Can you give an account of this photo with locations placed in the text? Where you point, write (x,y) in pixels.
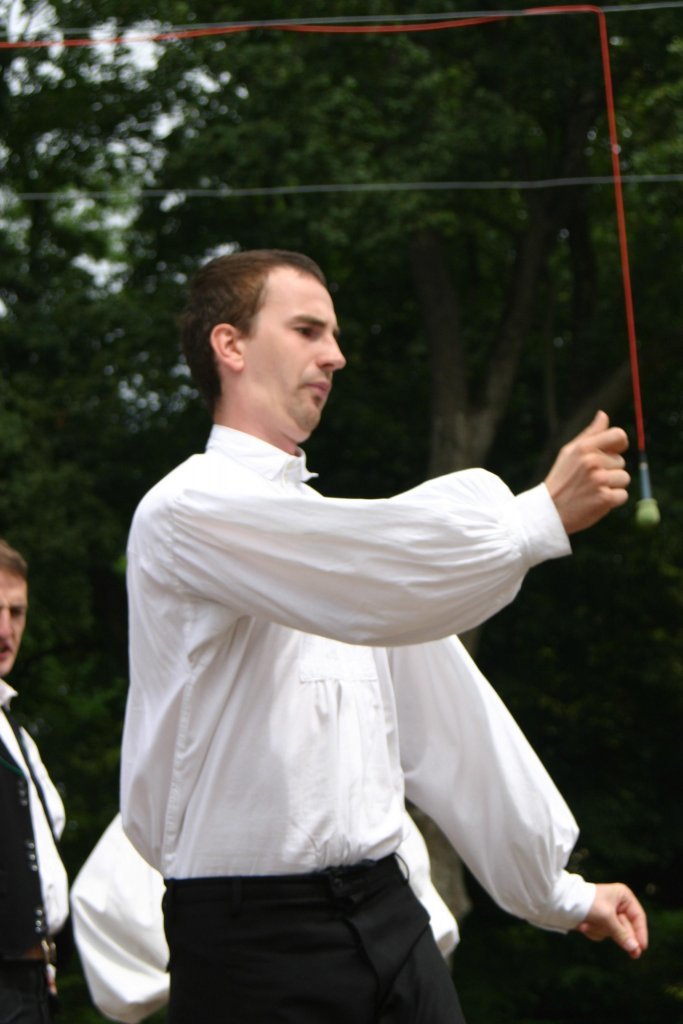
In this image in the foreground (316,542) there is one person (316,404) who is wearing white shirt (258,671), and in the background (10,600) there is one person (2,588) standing and there are trees (648,111). And on the right side of the image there is a cable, at the top of the image (299,25) there are some wires (36,42) and trees (333,197).
